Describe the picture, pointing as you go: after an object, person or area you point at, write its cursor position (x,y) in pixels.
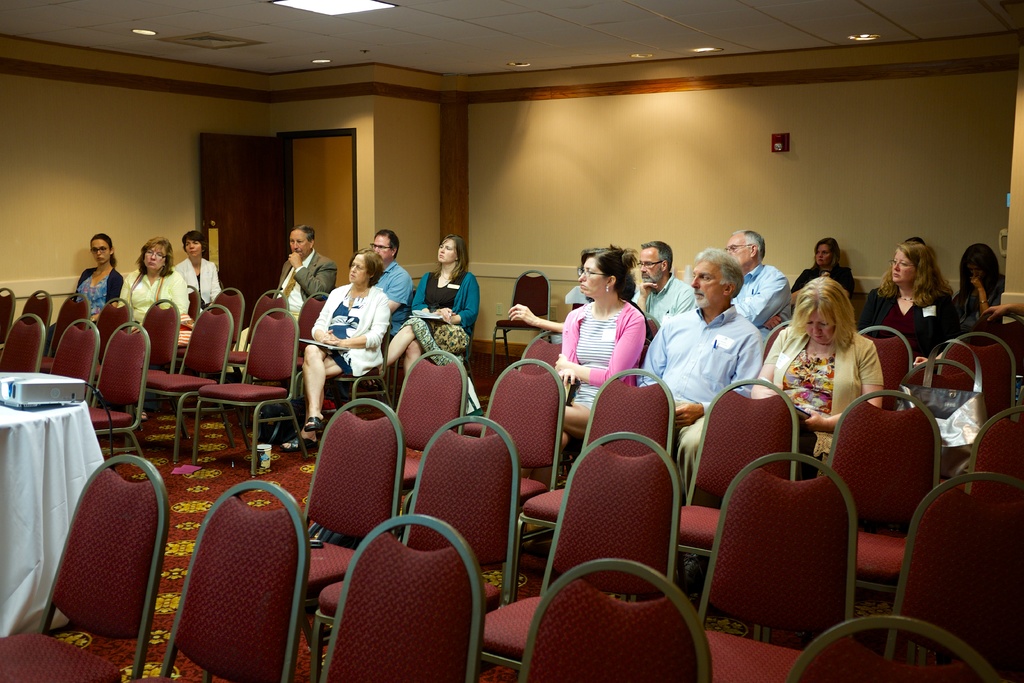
This picture is clicked in a room (712,141). The room (641,329) is full of chairs (715,460) and people (681,366). The chairs (554,397) are in the either side of a room (431,440), in the center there is a table (10,563). In the background (600,154) there is a wall (577,155) and a door (295,186). In the top (379,50) there is a ceiling (428,61).
